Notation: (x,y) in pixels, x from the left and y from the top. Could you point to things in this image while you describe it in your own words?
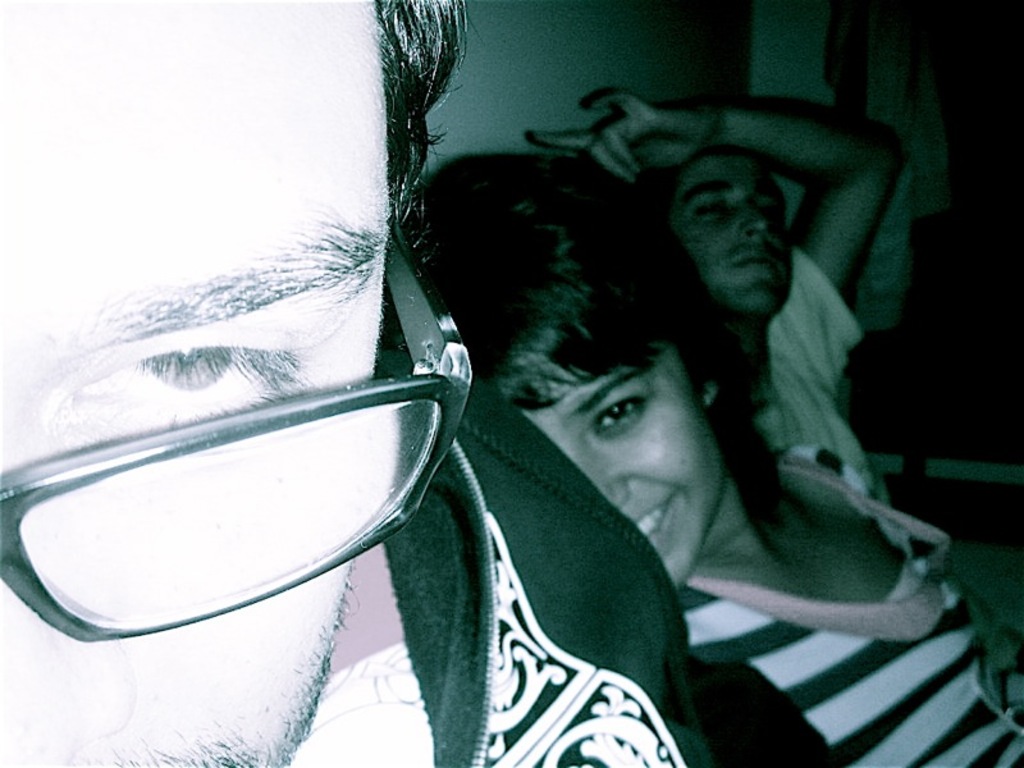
This picture is clicked inside. On the left corner (320,430) we can see the person (117,390) wearing spectacles (277,501). On the right (837,431) we can see the two persons (765,322) wearing t-shirts (859,451) and seems to be sitting. In the background (648,32) there is a wall (511,43) and some other objects (912,218).
